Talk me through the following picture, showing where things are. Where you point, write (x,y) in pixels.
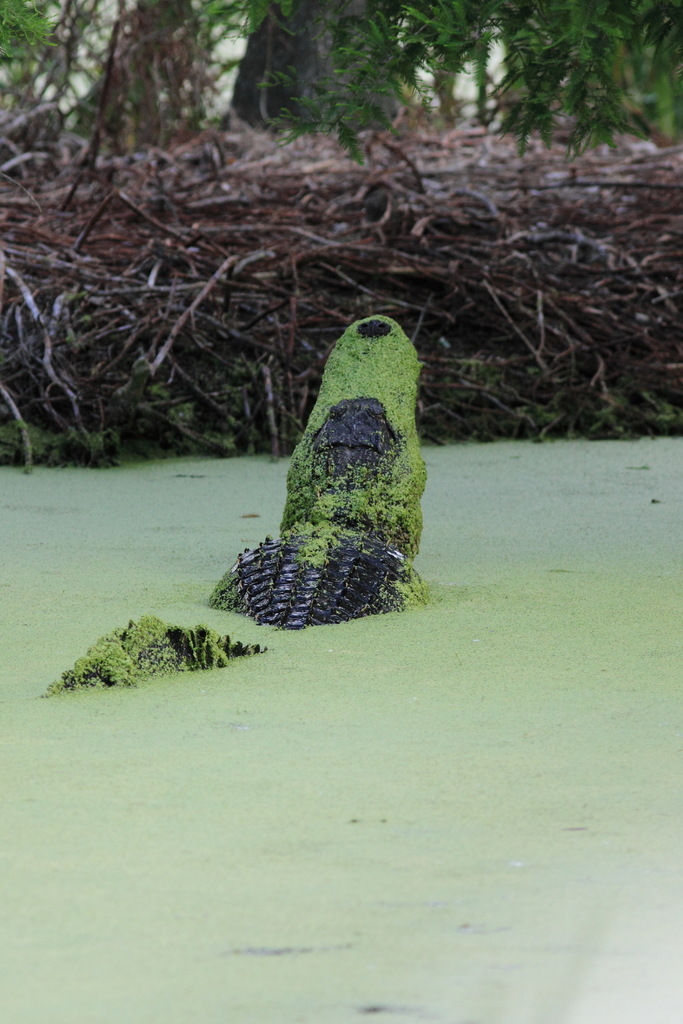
In this picture, I see a crocodile (349,585) in the green color water (293,636) and I see trees (325,65).
